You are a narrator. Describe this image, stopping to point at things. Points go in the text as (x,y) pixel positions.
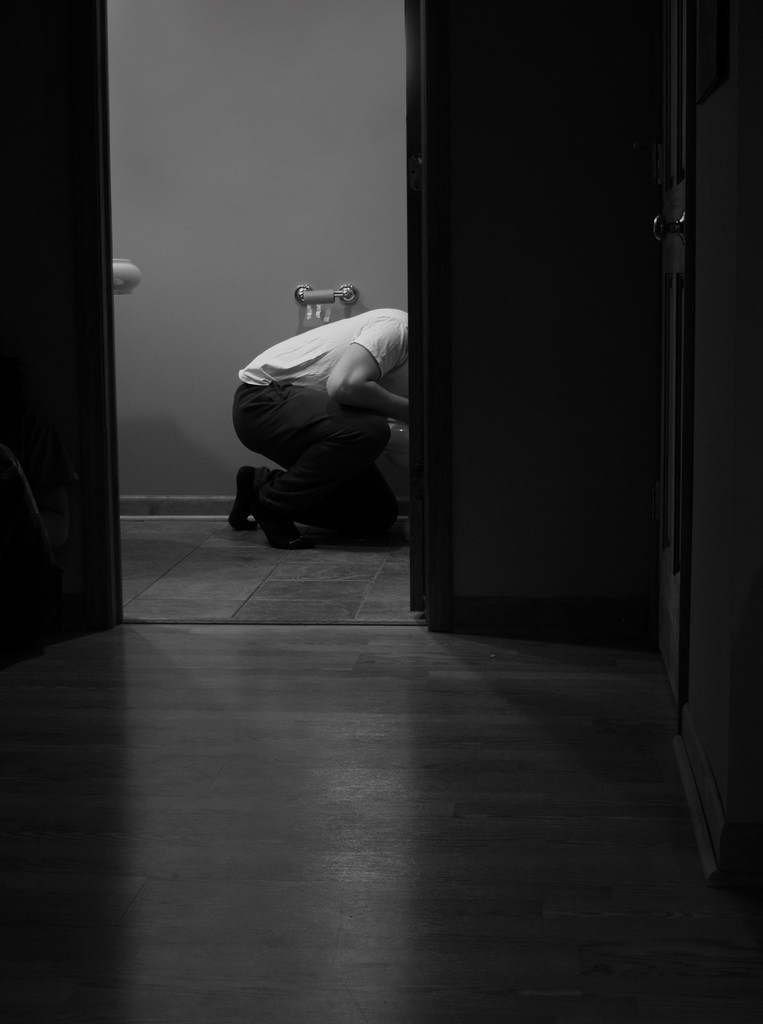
This is a black and white image in this image in the center (277,436) there is one person (281,509) who is sitting on his knees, and there is a door (413,373). On the right side (656,312) there is wall (727,337) and in the background (154,166) also there is wall (273,306) and some objects (354,294), at the bottom (269,880) there is floor (456,801).
